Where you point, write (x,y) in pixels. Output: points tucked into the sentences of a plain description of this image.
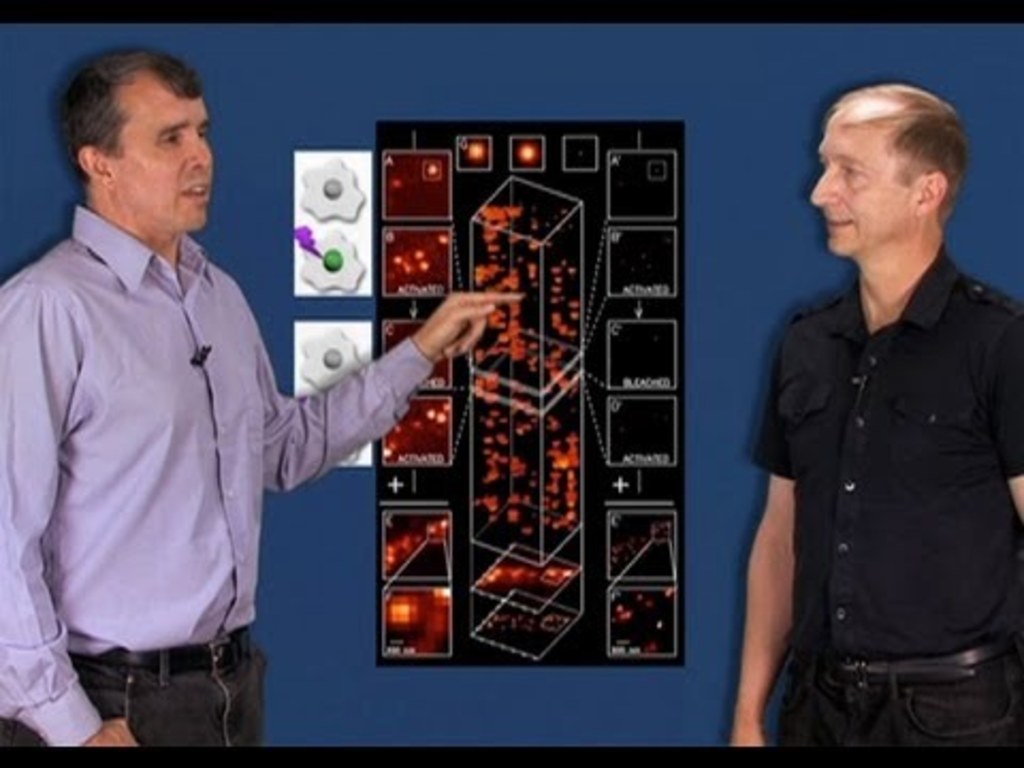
This picture seems to be clicked inside the room (468,521) and we can see the two men (378,369) wearing shirts (153,447) and standing. In the background (277,120) there is a blue color object (713,109) which seems to be the digital screen (460,85) and we can see the text (435,287) and some pictures (589,380) on the screen (430,267).
